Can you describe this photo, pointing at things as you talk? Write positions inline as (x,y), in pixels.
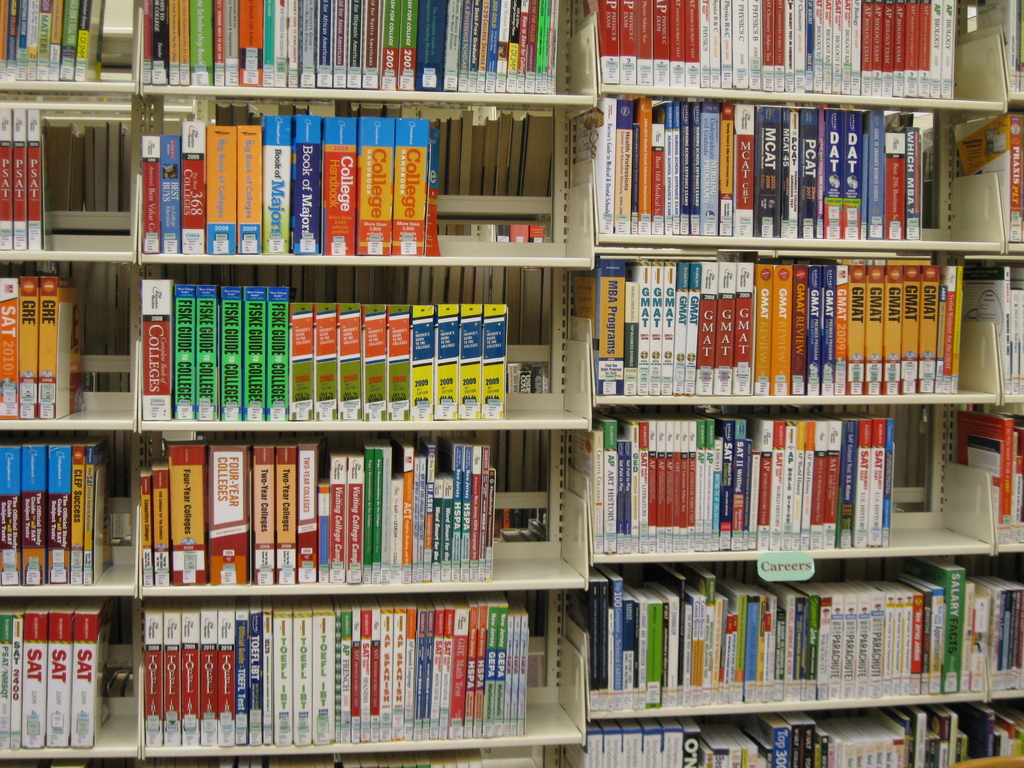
In the image we can see there are lot of books (632,426) kept in a bookshelf (587,552).
